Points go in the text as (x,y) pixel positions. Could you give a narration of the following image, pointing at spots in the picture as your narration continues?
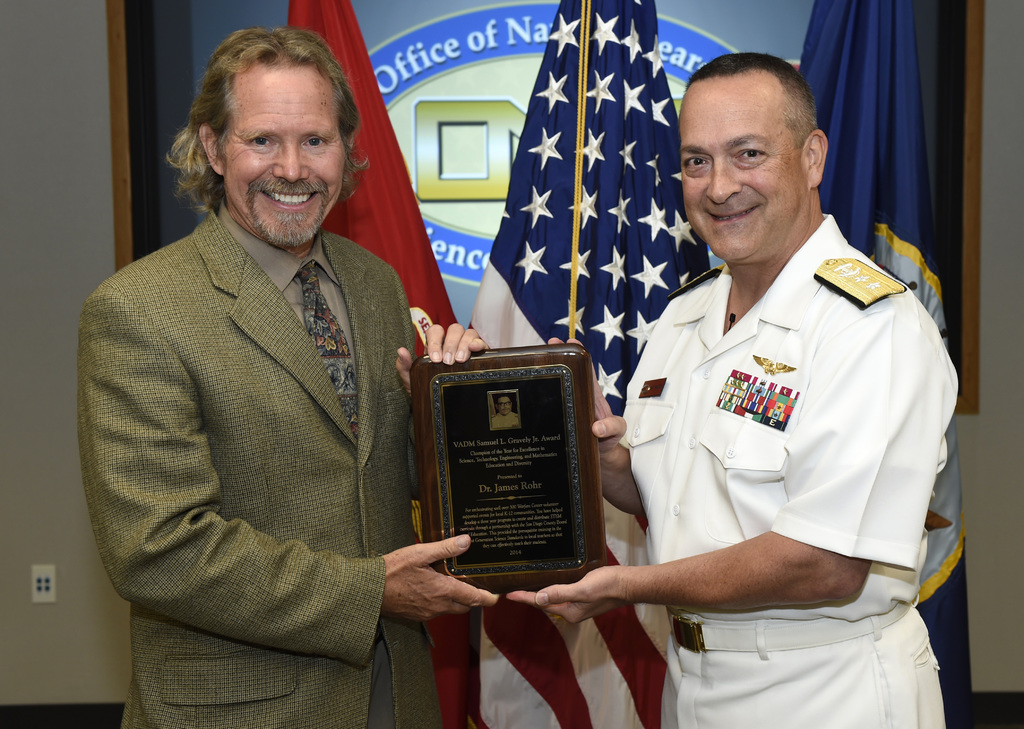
In this image there are two men (267,351) standing towards the bottom of the image (673,511), they are holding an object (496,485), there are flags (907,81) behind the men (312,315), there is a board (491,14) towards the top of the image (426,62), there is text (443,51) on the board (471,132), at the background of the image (87,123) there is a wall (79,268).
